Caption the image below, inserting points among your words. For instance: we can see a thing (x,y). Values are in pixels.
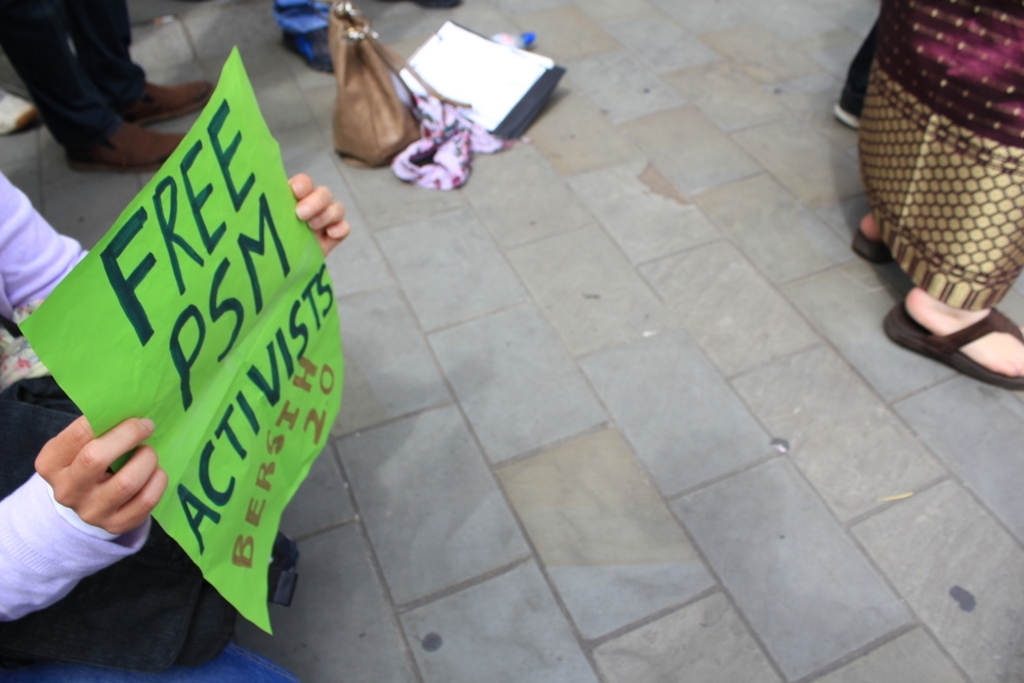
In this picture we can see a person (4,562) who is holding a poster (175,347) with his hands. This is the floor (632,360) and there is a bag (395,109).
